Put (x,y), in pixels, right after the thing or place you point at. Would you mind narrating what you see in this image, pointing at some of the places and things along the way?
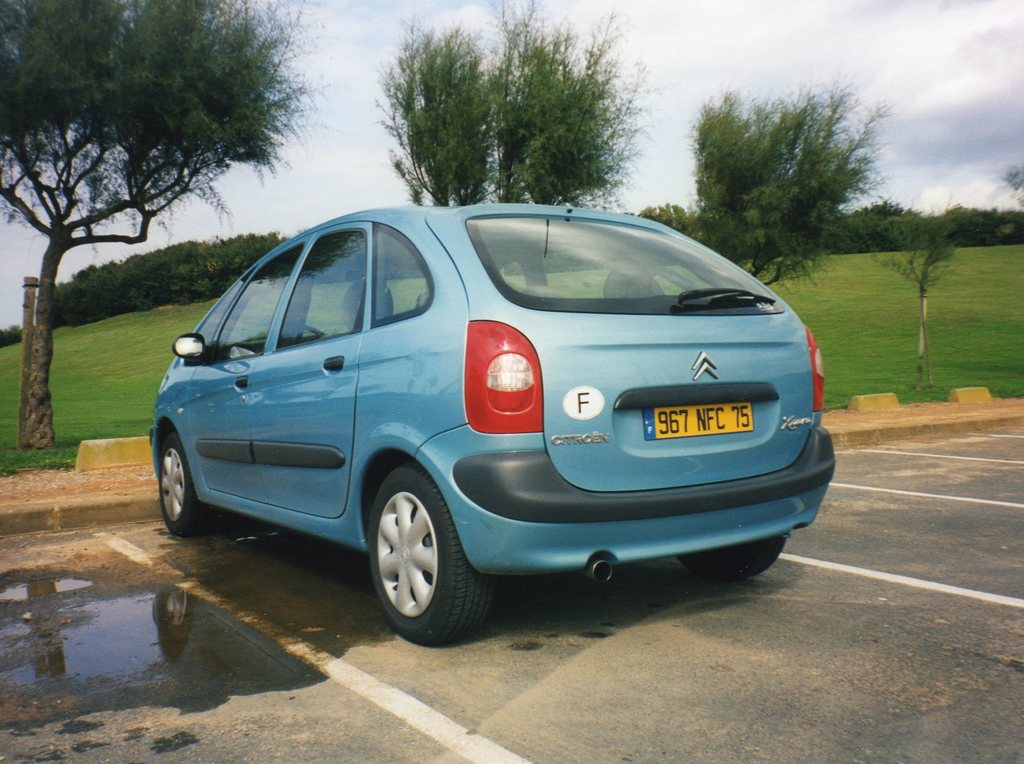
In this image in the foreground (351,322) there is one car (451,471), at the bottom (259,586) here is road (957,536). In the background (928,328) there are some trees (677,228) and grass (895,336).
